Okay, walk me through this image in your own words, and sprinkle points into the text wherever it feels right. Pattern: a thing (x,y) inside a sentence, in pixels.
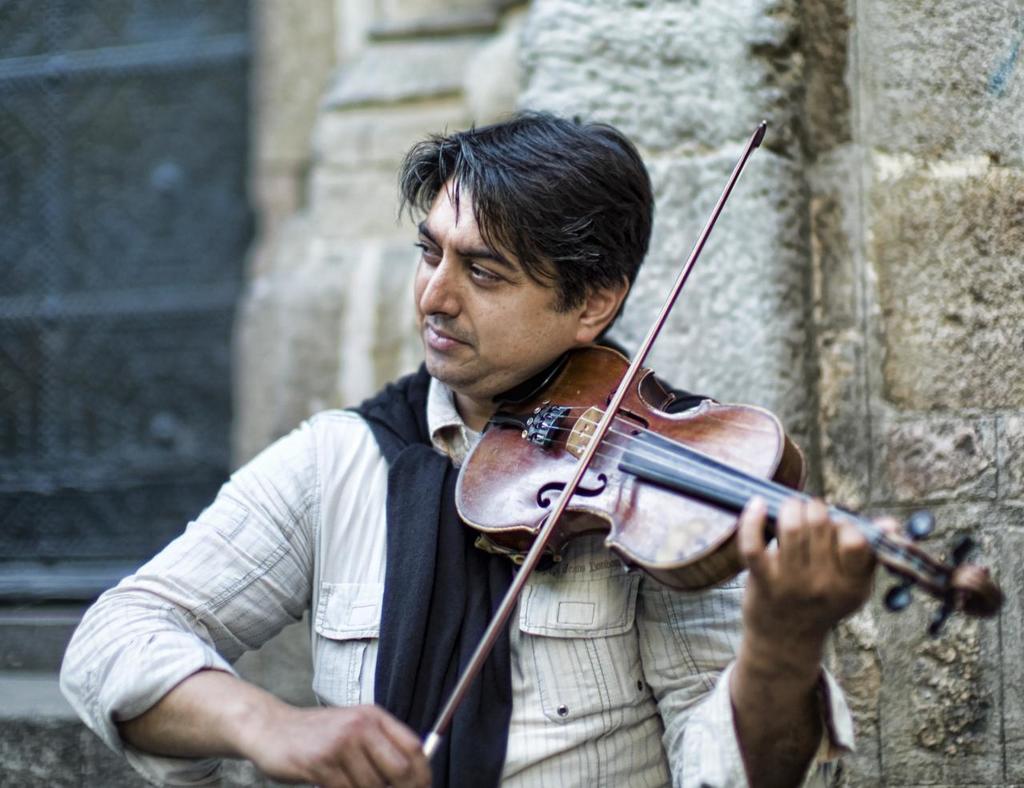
Here I can see a man (331,502) playing a violin (539,477) by looking at the left side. In the background (954,365) there is a wall (882,231). He is wearing a shirt (241,569) and a black color scarf (415,510) around the neck (458,395).
